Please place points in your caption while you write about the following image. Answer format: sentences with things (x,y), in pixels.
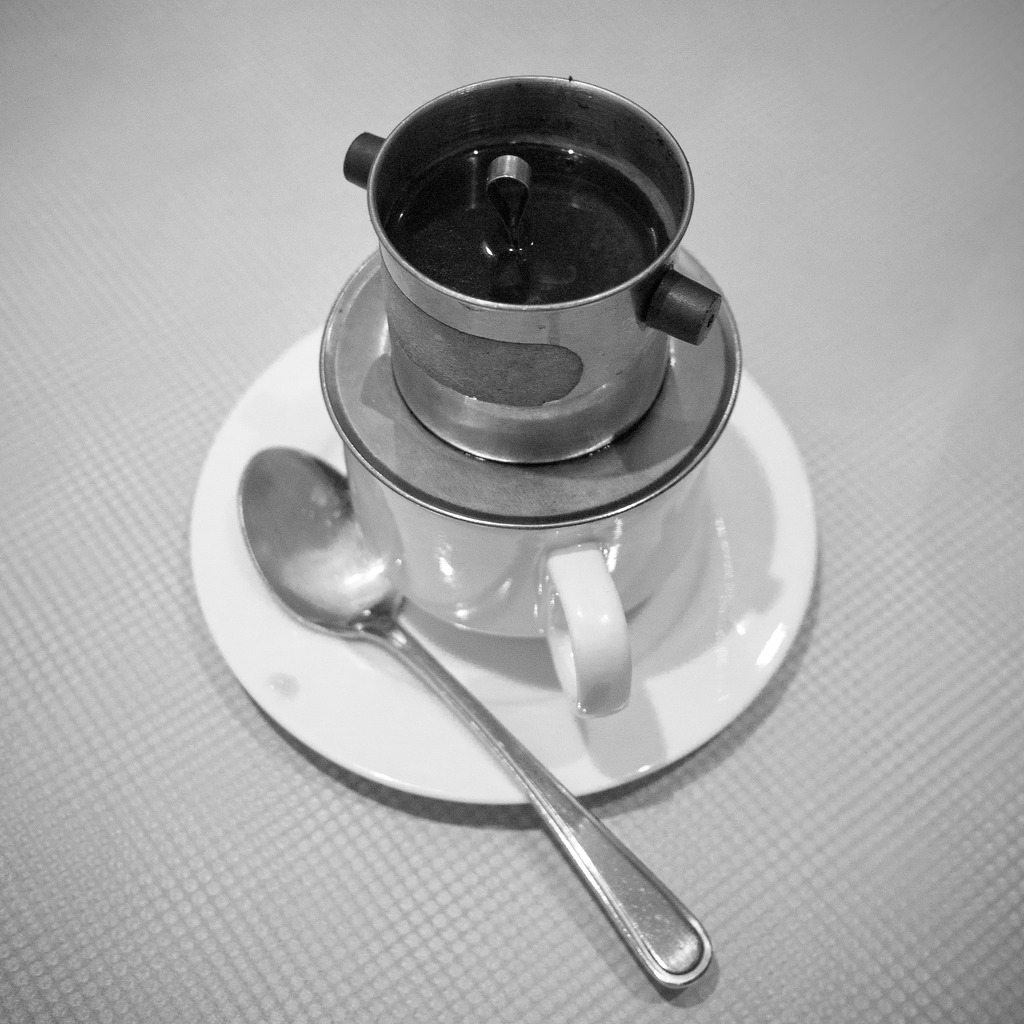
In this image we can see a bowl (564,347) on the cup (519,539), which is on the saucer (449,763), there is a spoon (452,695), which are on the table (940,535), also the picture is taken in black and white mode.
